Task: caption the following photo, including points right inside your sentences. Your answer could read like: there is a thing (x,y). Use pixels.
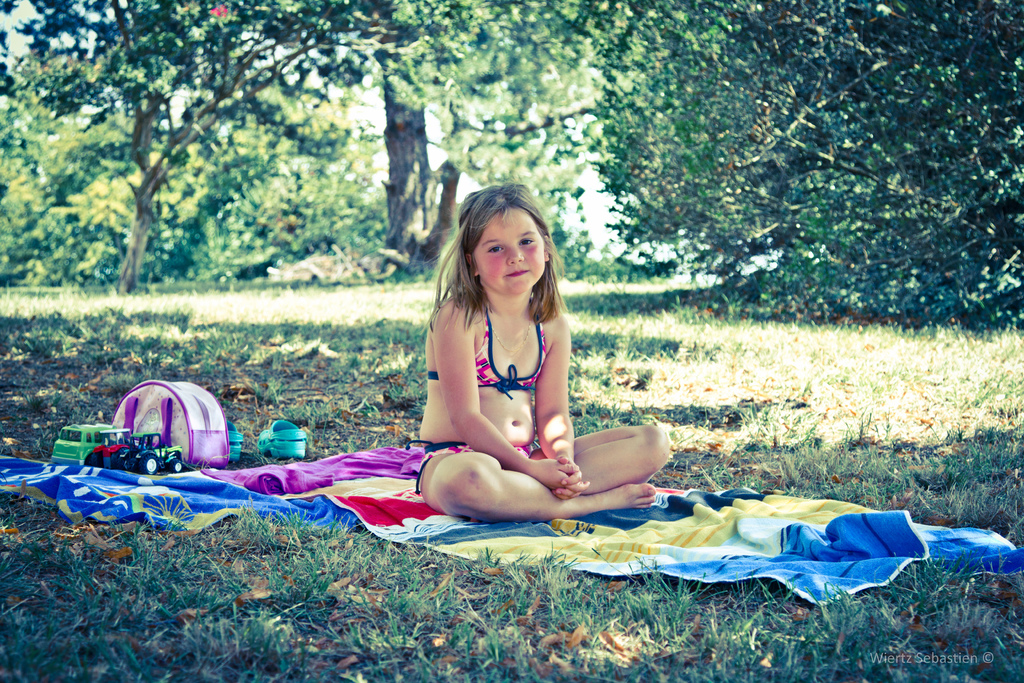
In the middle of this image (471,296), there is a girl (471,347), sitting on a cloth (730,500), which is on the grass (346,593) on the ground (302,593). On the left side (207,444), there are toys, a box (182,412) and shoes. In the background (101,159), there are trees (63,72) and sky (583,159).
